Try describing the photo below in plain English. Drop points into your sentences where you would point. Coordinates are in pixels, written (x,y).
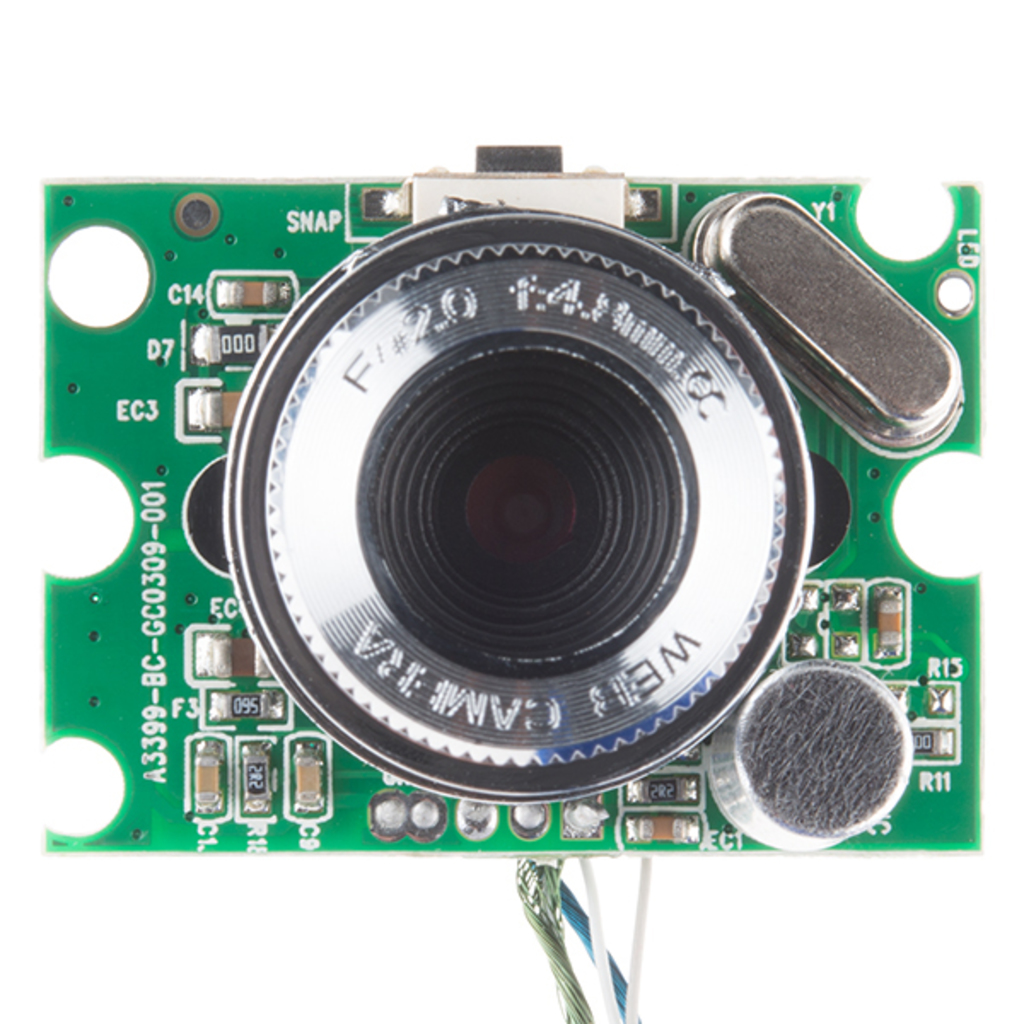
In this image, we can see a chip (669,229) which is in green color. Here we can see something is written on it. At the bottom (617,964), there are few wires (561,955).
